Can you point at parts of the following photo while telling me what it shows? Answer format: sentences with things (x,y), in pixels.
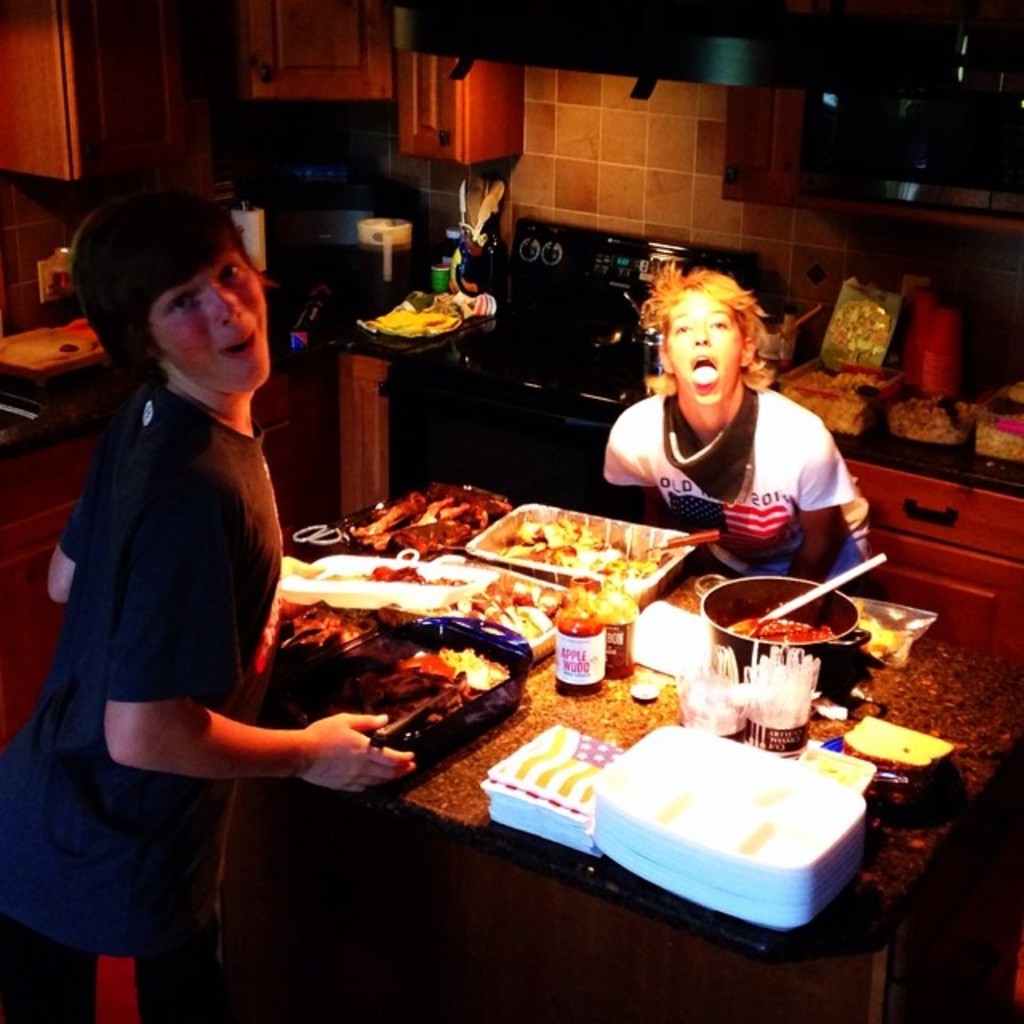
In the image we can see two persons (183,386) were standing around the table (666,588) and on the table (638,724) we can see some food items (381,671). And on the back (446,146) we can see tiles (619,166), cupboard (496,112) and few objects (653,357) surrounded them.
